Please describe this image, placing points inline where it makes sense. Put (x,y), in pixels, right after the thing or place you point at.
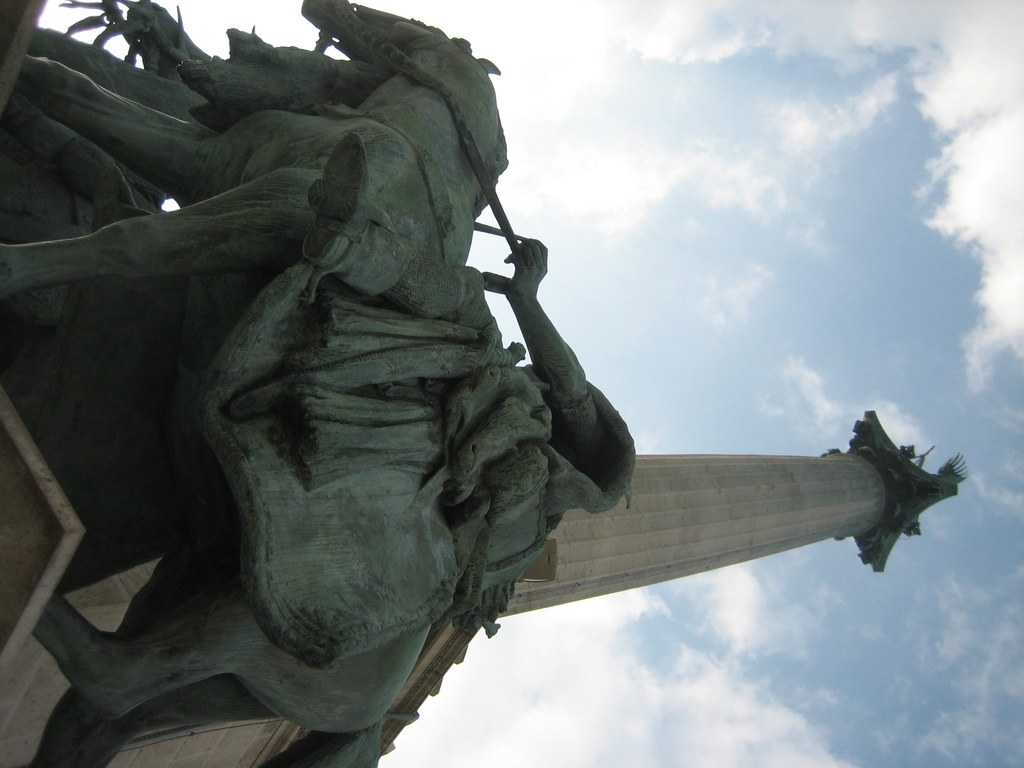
In this image, we can see sculptures (159,366) and in the background (730,449), there is a tower (770,466) and there are clouds (721,152) in the sky (687,393).
